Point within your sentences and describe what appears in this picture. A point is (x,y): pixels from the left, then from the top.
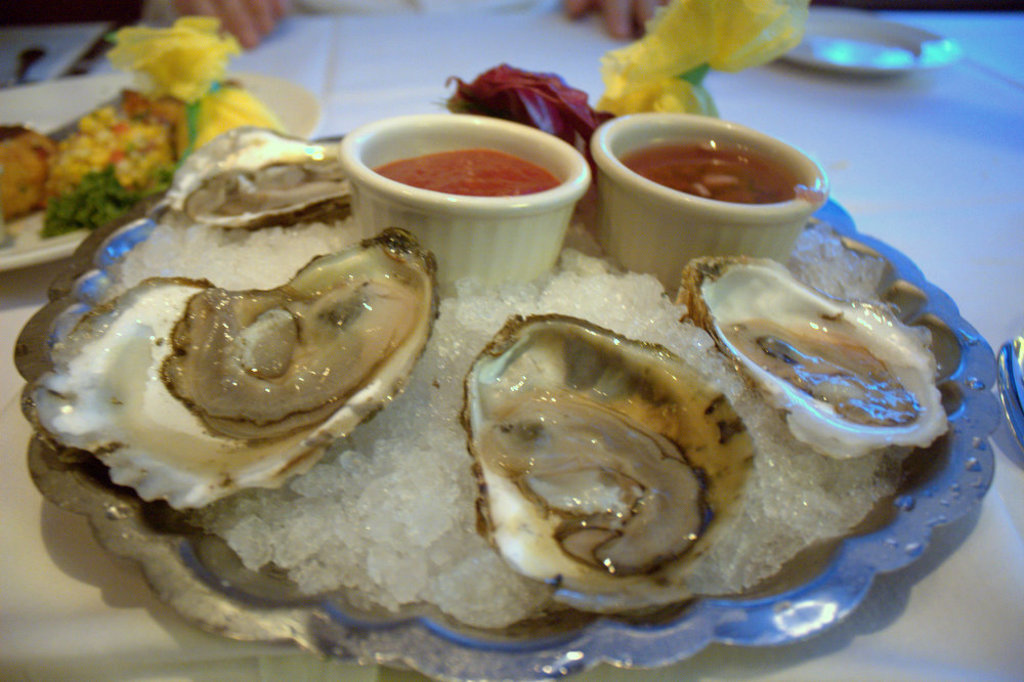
In this image there are plates (584,281), bowls (611,248), food (280,167) and objects (754,23) on the white table (962,612). At the top of the image (267,13) I can see the fingers (604,29) of people (252,14).
